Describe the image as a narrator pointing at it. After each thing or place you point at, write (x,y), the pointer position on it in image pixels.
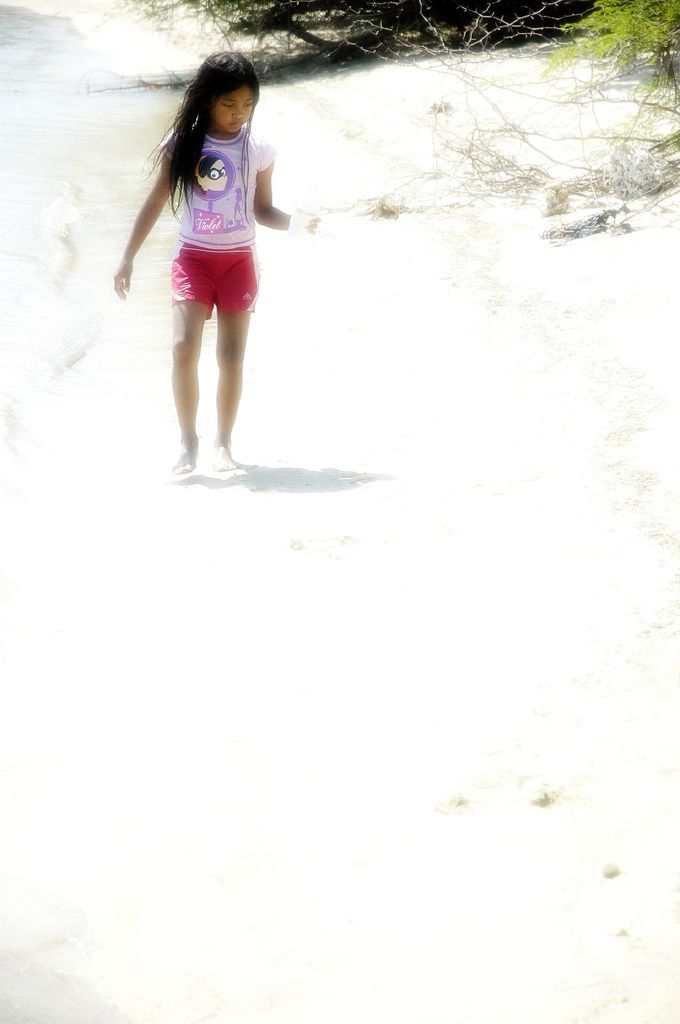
This image is taken outdoors. At the bottom of the image (456,920) there is a ground (547,442). At the top of the image (353,13) there are a few plants (588,18). On the left side of the image (36,347) there is a sea (46,113) with water (49,134). In the middle of the image (245,353) a girl (195,403) is walking on the ground (206,417).
